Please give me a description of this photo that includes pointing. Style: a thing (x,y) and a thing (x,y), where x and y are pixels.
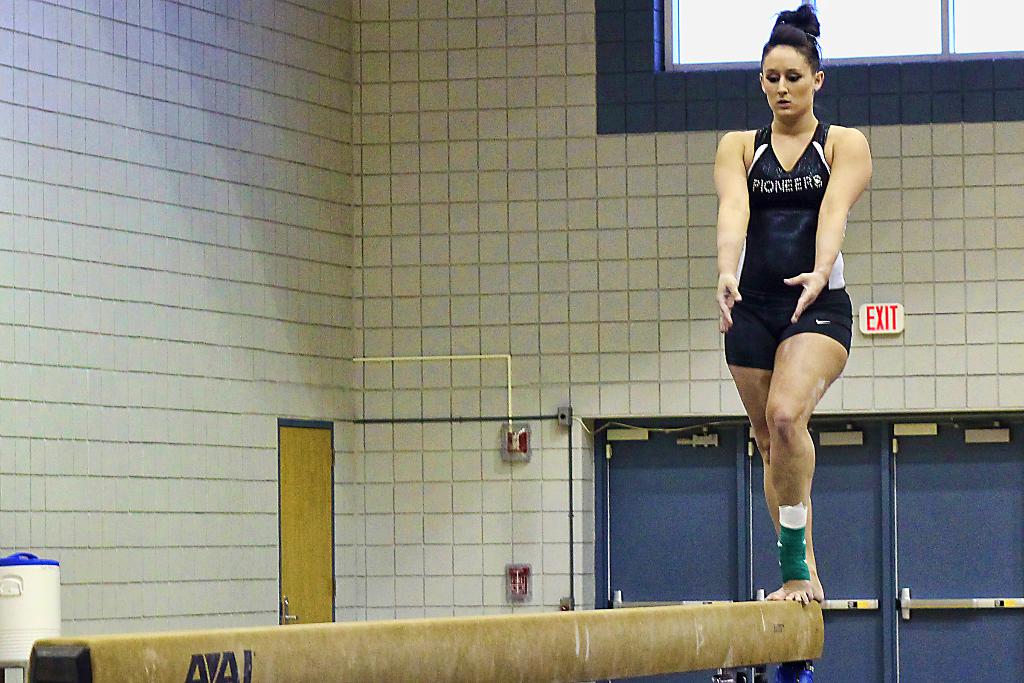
In this image I can see a woman (806,98) is standing on the right side (847,159) and I can see she is wearing black and white colour dress (797,184). I can also see something is written on her dress (793,171). In the background (702,534) I can see few doors (683,533) and an exit sign board (901,320) on the wall (860,354). I can also see few plastic boxes (529,435) and a pipe (508,391) on the wall (489,399) and on the top right side of this image (844,63) I can see a window (826,0). I can also see a white colour camper (21,558) on the bottom left side (51,566).
